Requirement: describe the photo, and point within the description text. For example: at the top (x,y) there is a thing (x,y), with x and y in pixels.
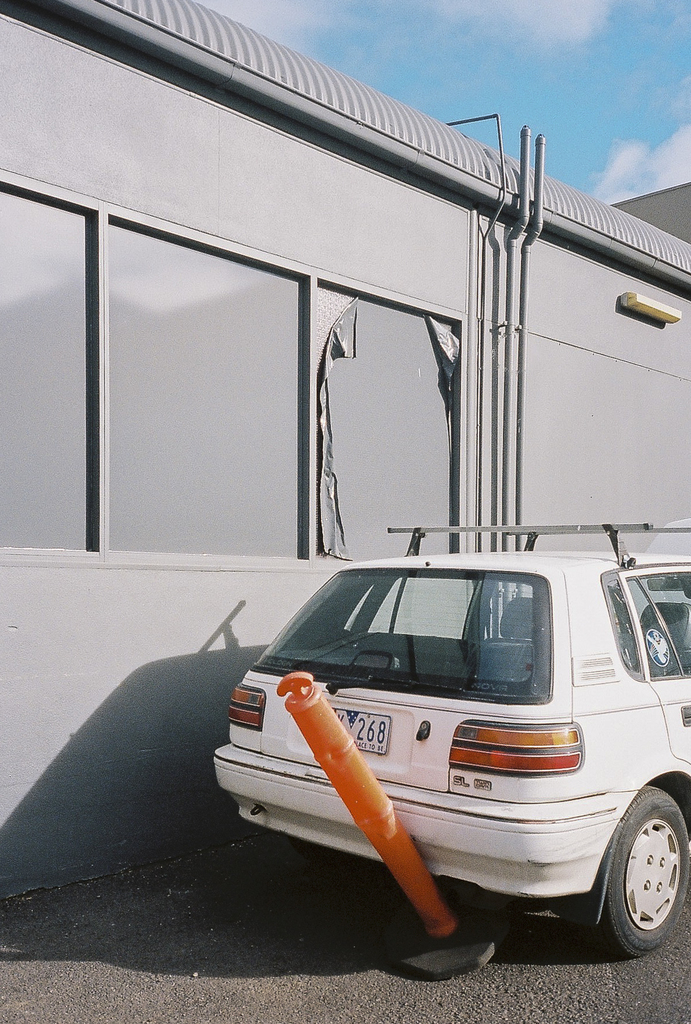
In this image we can see a vehicle (546,532) and an object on the road (320,937). In the background (680,455) we can see wall (43,682), pipes (501,154), and other objects (115,16). At the top of the image (566,126) we can see sky (382,48) with clouds (689,151).
